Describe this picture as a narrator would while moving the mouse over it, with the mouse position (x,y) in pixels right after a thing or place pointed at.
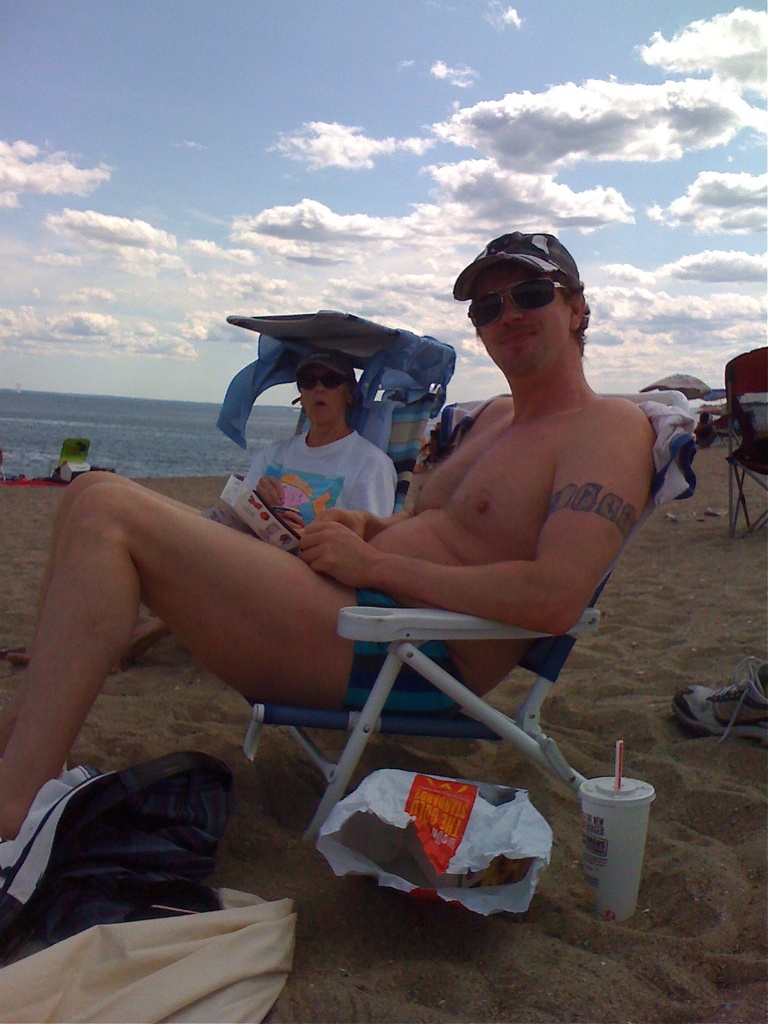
In this picture, we see two men (470,451) are sitting on the chairs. At the bottom (397,910), we see the sand (411,933) and the clothes (179,927) in white and blue color. Beside that, we see the plastic cover (390,861) and a white glass (606,833). On the right side (745,372), we see a chair (738,417) and a shoe (703,704). In the background (69,456), we see an object (78,458) in white and green color. Behind that, we see water (211,420) and this water (15,417) might be in the sea (218,414). At the top (217,140), we see the sky (189,107) and the clouds (340,263).
